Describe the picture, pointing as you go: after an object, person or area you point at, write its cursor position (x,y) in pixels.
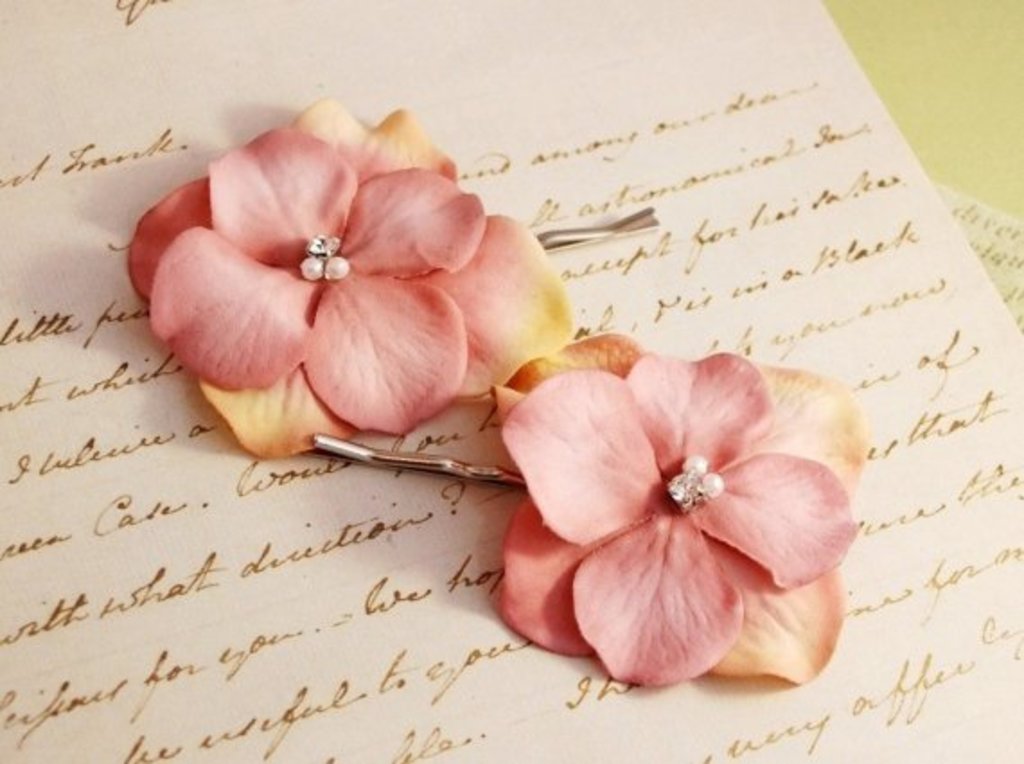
In the image we can see there are flower clips (541,474) kept on the paper (942,462).
